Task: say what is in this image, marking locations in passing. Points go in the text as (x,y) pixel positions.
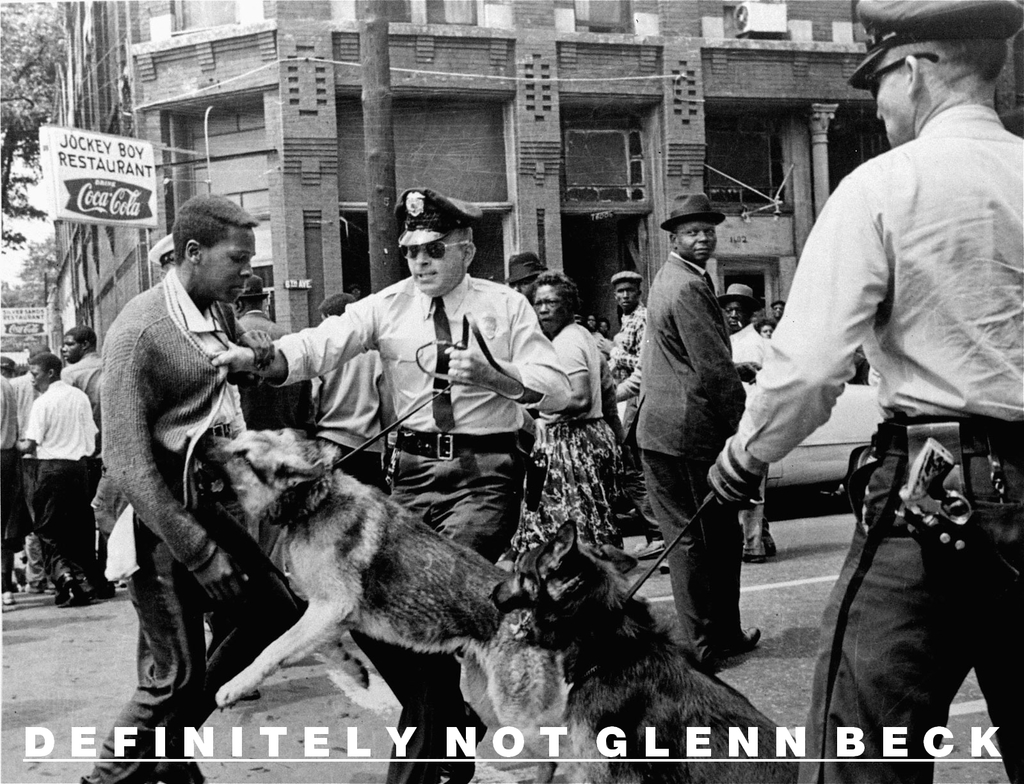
Two persons (420,301) wearing caps (906,30) and goggles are holding dogs (526,627) with a belt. There are many other persons (169,354) in this. In the background (507,201) there is a tree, building (527,110), name board (91,182).
